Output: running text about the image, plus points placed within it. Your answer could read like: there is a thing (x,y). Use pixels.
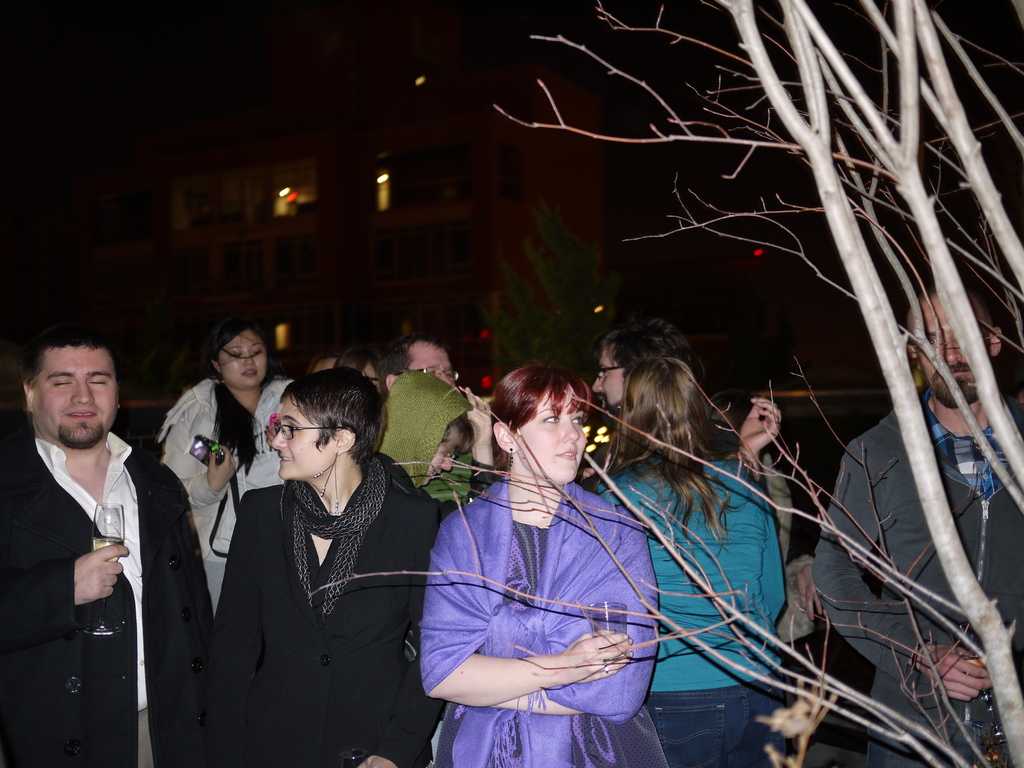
This image is taken outdoors. In this image the background is dark and there are many lights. On the right side of the image (886,169) there is a tree (797,121) and there is a man (937,648). In the middle of the image (408,435) a few people (376,551) are standing on the ground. A woman (556,680) is holding a glass (600,612) in her hand (606,644) and a man (160,596) is holding a glass of wine (101,518) in his hand (104,552).
